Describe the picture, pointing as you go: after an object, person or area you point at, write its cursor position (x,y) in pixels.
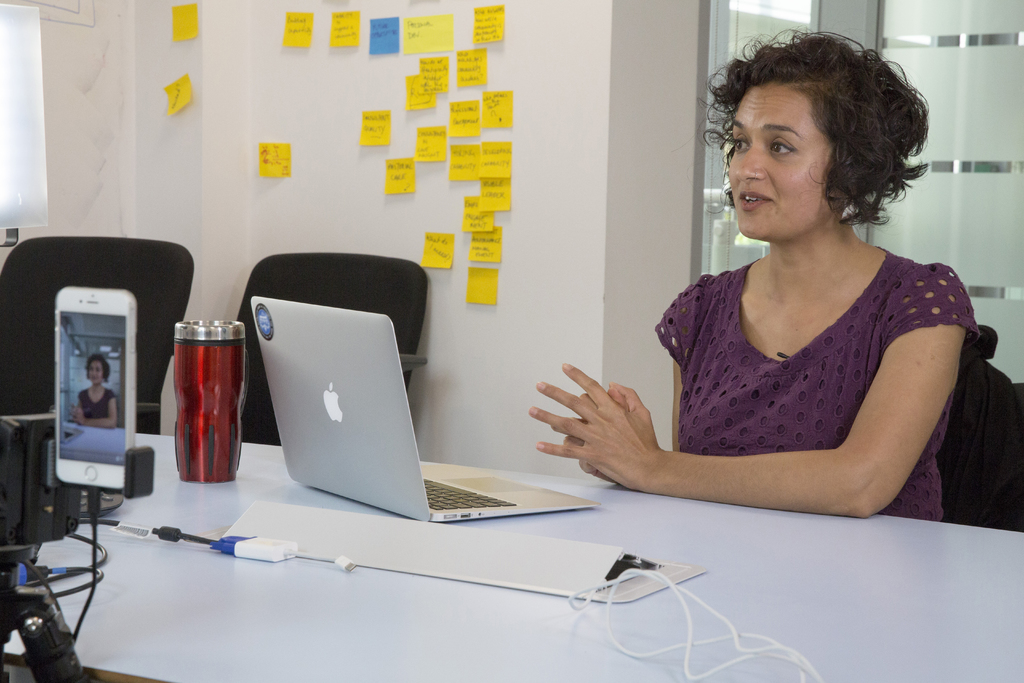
In the image in the right (840,334) a lady (840,359) wearing a purple t-shirt (844,330) is sitting, she is talking something as her mouth (755,200) is open. In front of her on a table (645,519) there is laptop (343,392), bottle (194,402). In the left (36,494) a camera (91,411) panned on her. In the background (76,276) there are chairs (87,254), sticky notes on the wall (481,263) and a glass window (800,12).
